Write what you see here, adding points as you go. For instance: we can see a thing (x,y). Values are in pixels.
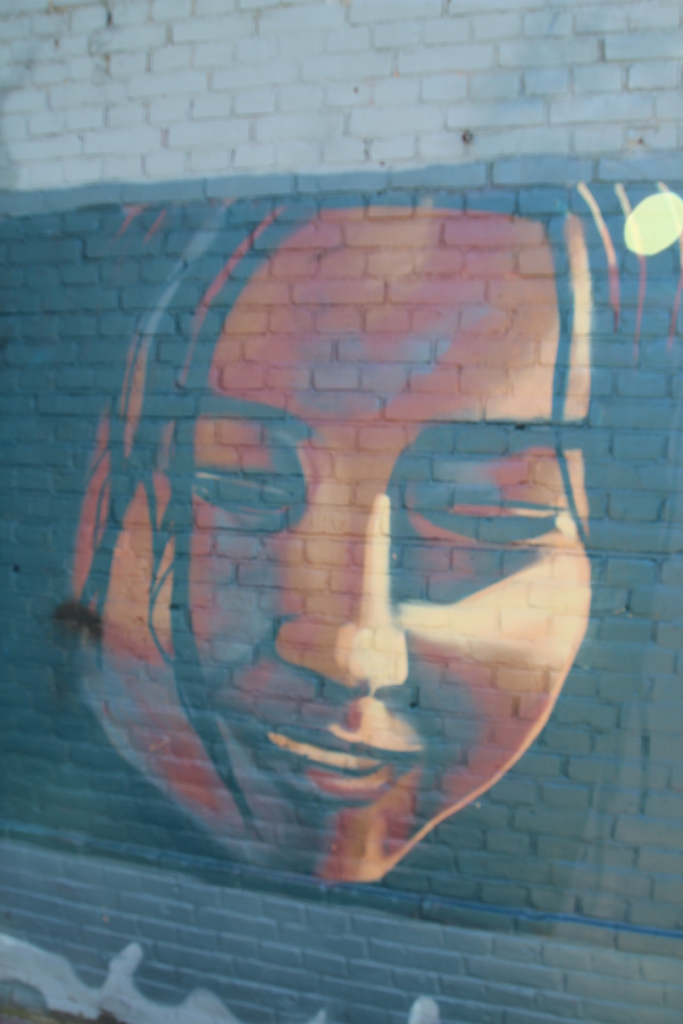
In this image we can see picture (519,345) of a person face (448,458) on the wall (555,185).
